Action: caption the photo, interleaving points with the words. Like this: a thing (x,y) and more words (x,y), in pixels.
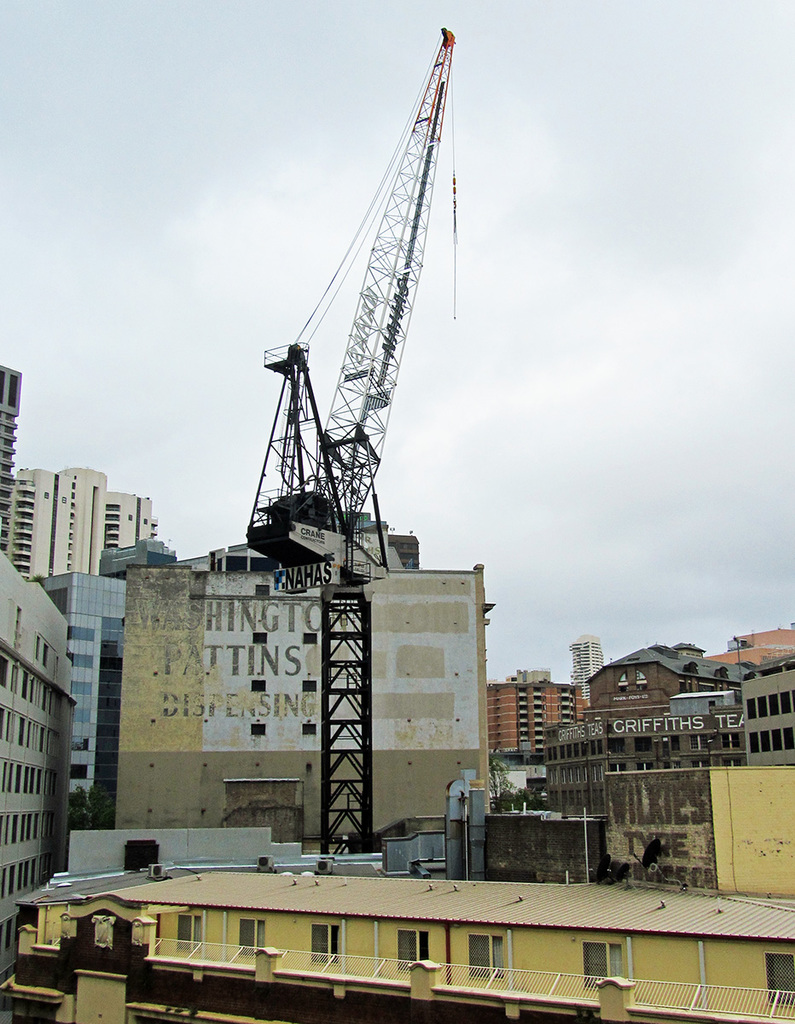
In this image, I can see the buildings (288,813) and a tower crane (361,594). In the background (183,133), there is the sky (542,386).
